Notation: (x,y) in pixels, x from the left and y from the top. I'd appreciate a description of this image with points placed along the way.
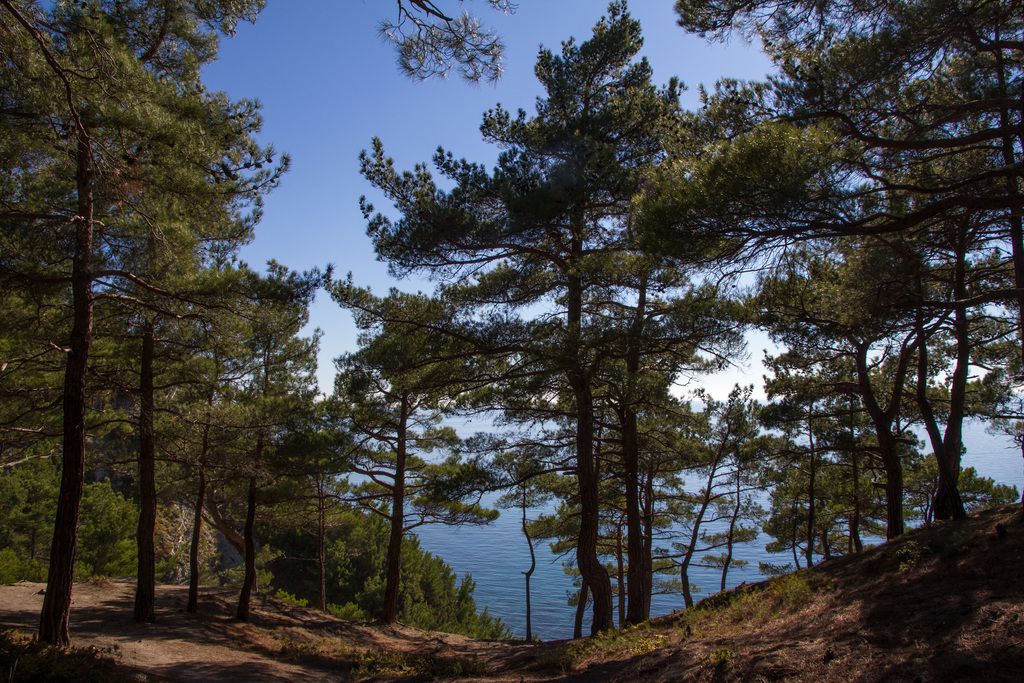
In this image we can see trees (599,580). In the background (352,55) there is water (485,555) and sky (350,133).
